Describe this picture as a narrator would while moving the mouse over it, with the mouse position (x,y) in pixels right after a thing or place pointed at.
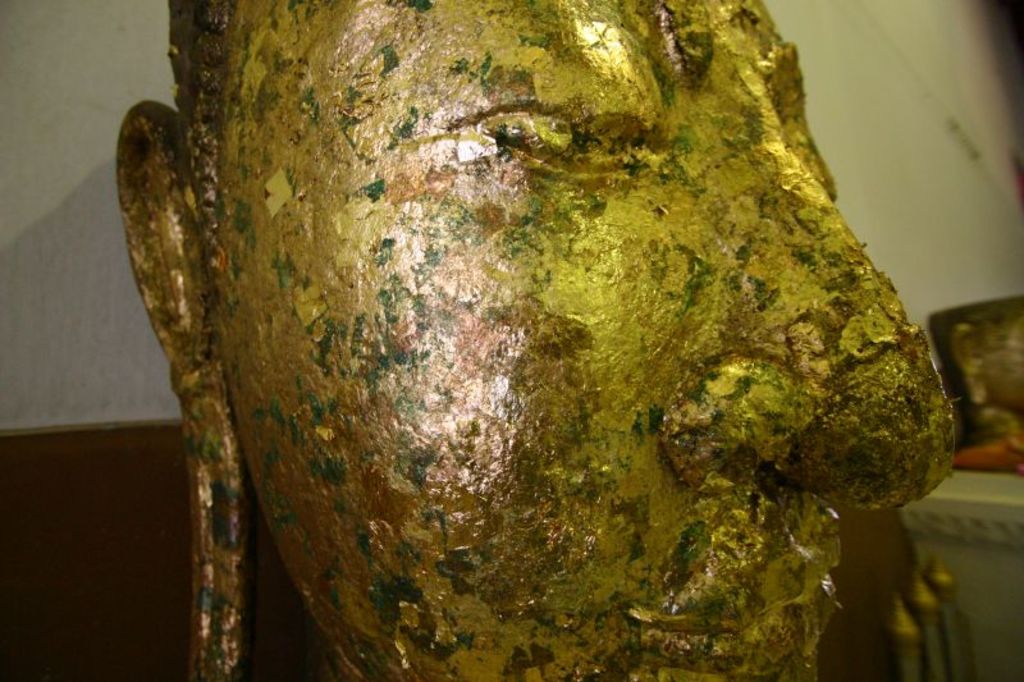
In the image there is a statue (428,141) of a human face (487,346) in front of the wall (840,185).
